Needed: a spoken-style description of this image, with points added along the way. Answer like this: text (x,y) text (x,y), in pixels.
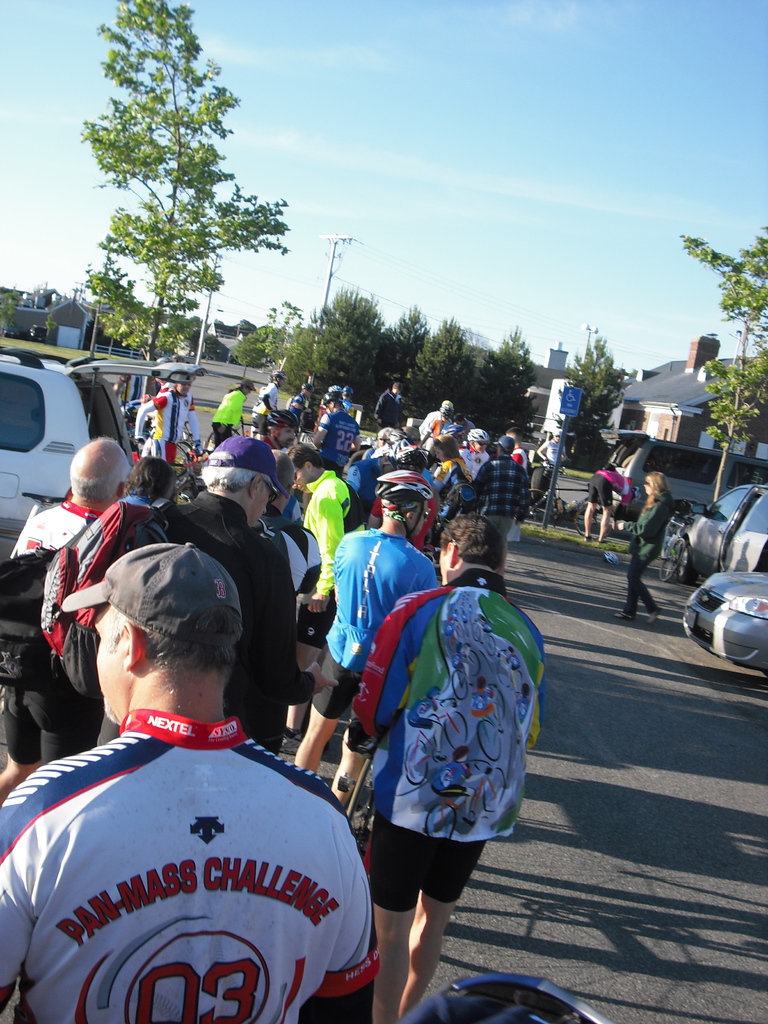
This is a picture where we have a group of people (144,656) standing on the street (600,587) and there are some trees (203,235) and cars (5,479) around them.
